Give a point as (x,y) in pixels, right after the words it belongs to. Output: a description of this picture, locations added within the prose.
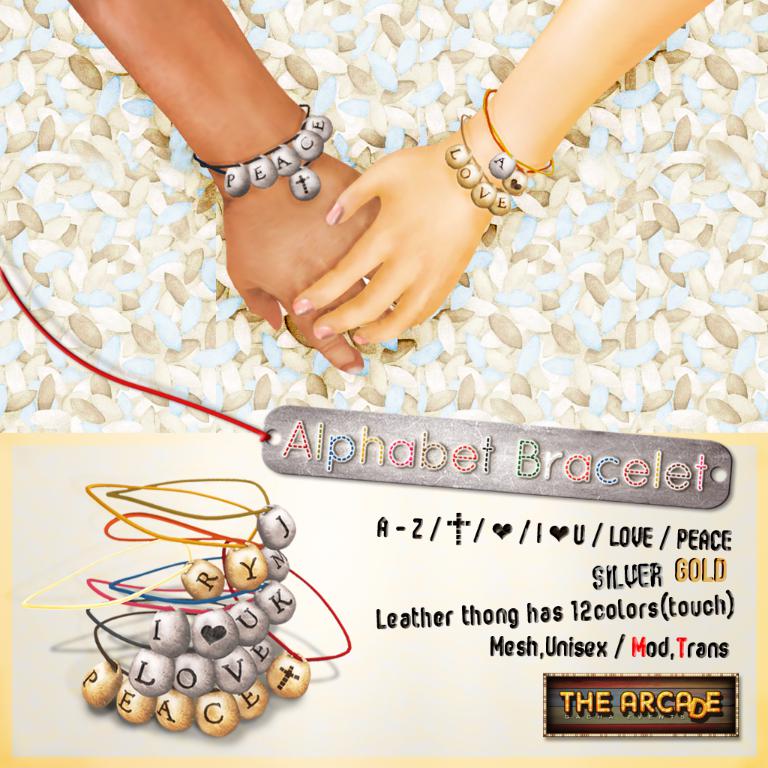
In this image there are two hands (421,186) holding each other wearing bracelet (315,198) in which peace and love is written on it. Also there are bunch of bracelets (171,606) under that.
